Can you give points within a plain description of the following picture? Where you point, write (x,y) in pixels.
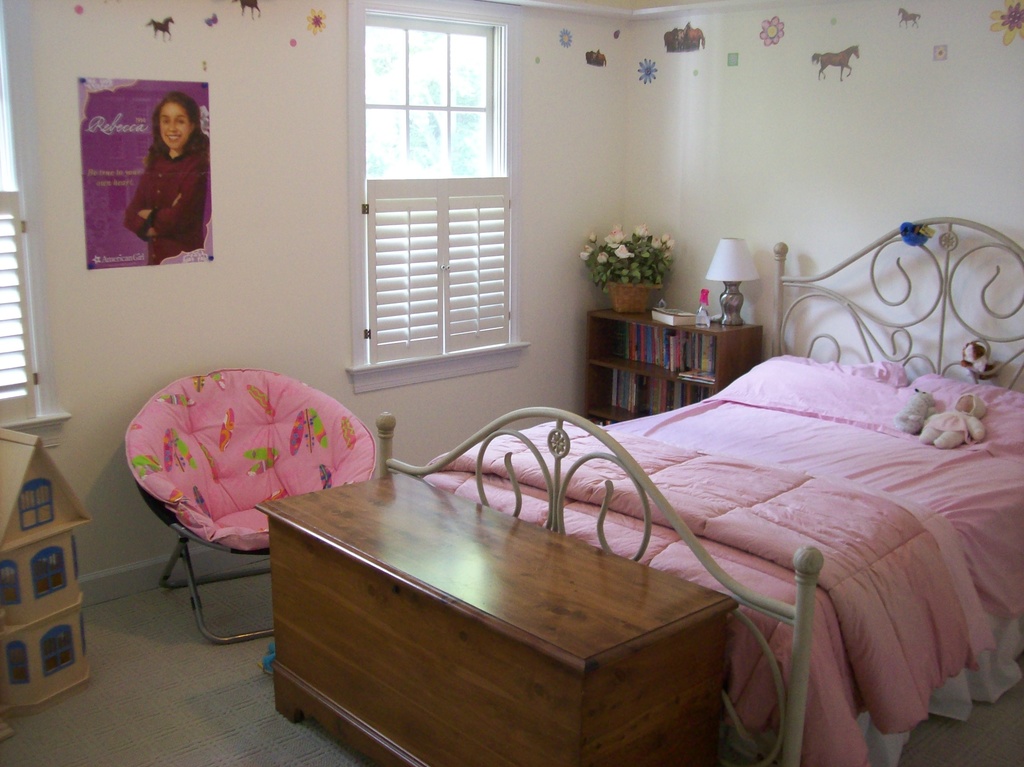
In this picture we can observe a bed (736,466) on which we can observe pink color blanket (782,511) and pillows (867,402). There is a wooden chest (443,570) in front of the bed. We can observe a pink color chair (237,448) and a poster (131,181) stuck to the wall (57,150). Beside the bed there is a book shelf (661,365) on which we can observe a flower pot (610,278) and a lamp (729,312). In the background (417,210) there is a window (431,175).
